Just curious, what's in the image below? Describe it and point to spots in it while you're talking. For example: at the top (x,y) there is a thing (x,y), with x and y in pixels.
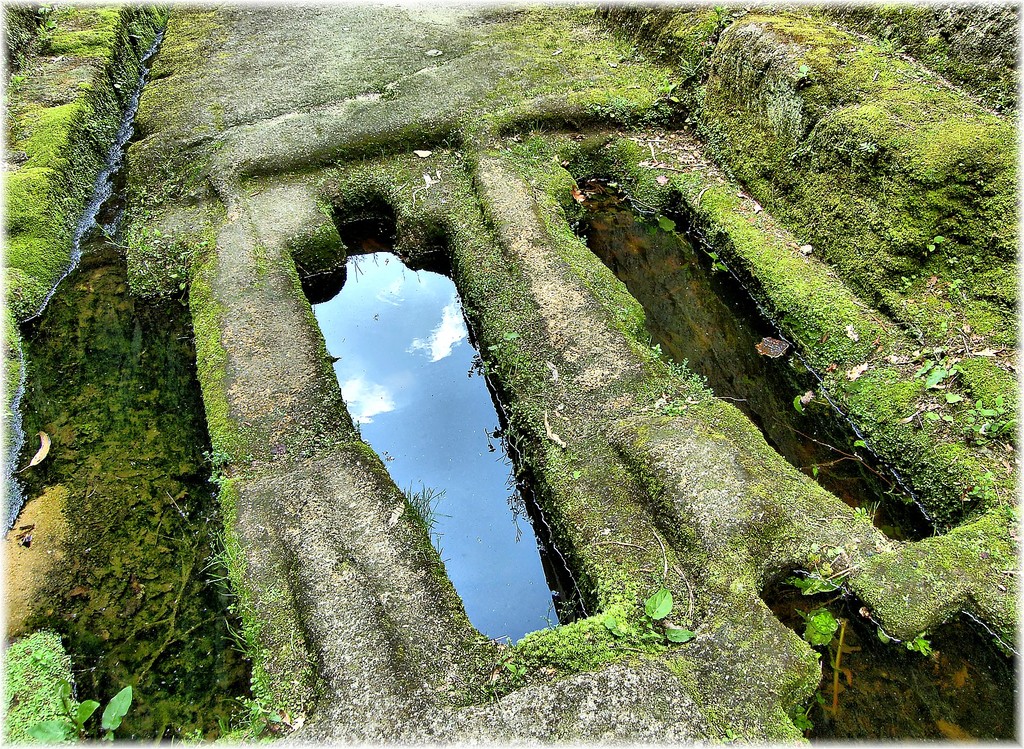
In this image we can see some water (458,354), grass (523,339) and plants (834,171) which are in green color.
